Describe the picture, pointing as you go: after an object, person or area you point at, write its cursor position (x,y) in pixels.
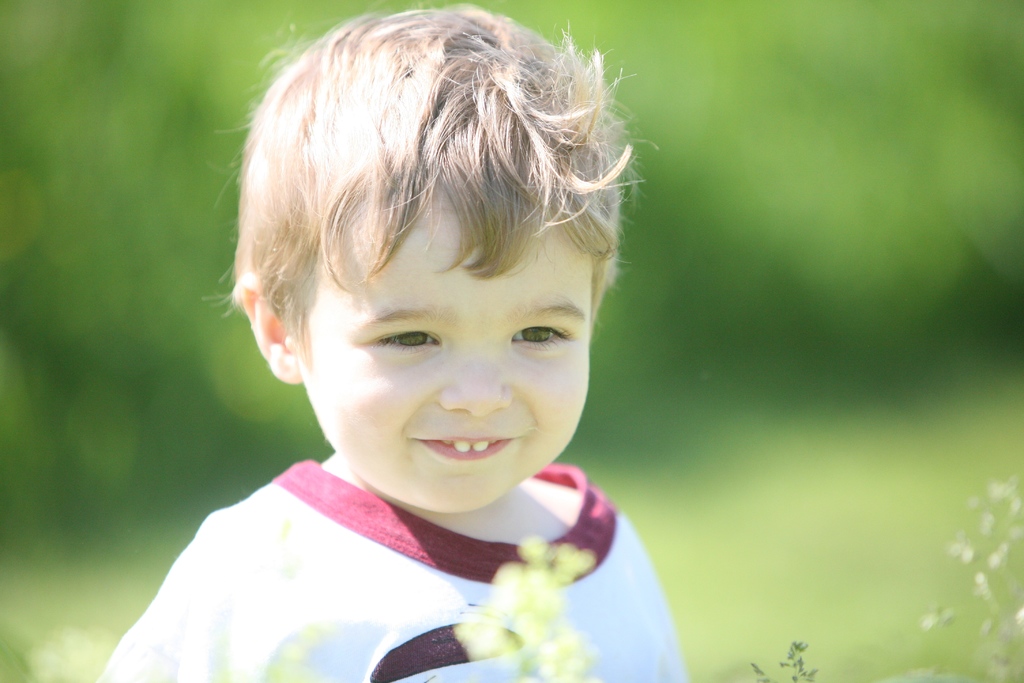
In this picture we can see a kid (493,528) is smiling in the front (435,468), at the bottom (1013,644) there are some leaves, we can see a blurry background (877,179).
